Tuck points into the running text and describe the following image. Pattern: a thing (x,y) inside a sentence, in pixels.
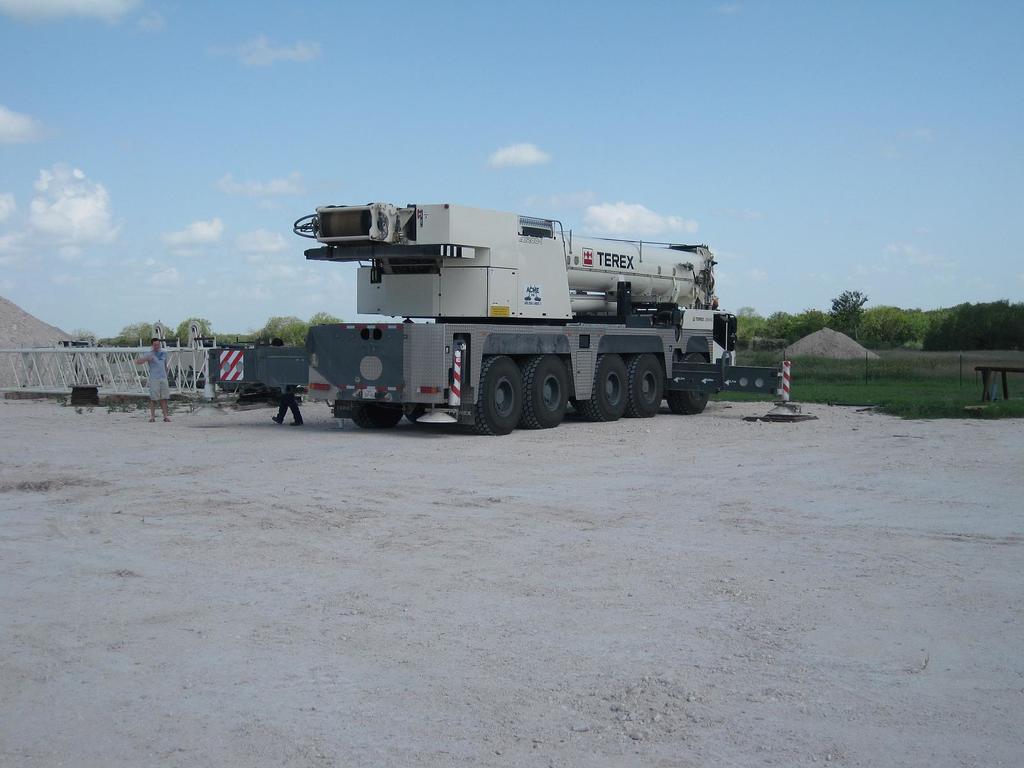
In this image we can see a vehicle (623,399) and some people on the ground (775,652). We can also see some poles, the heap of sand (25,328), a bench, the metal frame (32,364), a group of trees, grass (933,407) and the sky (703,141) which looks cloudy.
